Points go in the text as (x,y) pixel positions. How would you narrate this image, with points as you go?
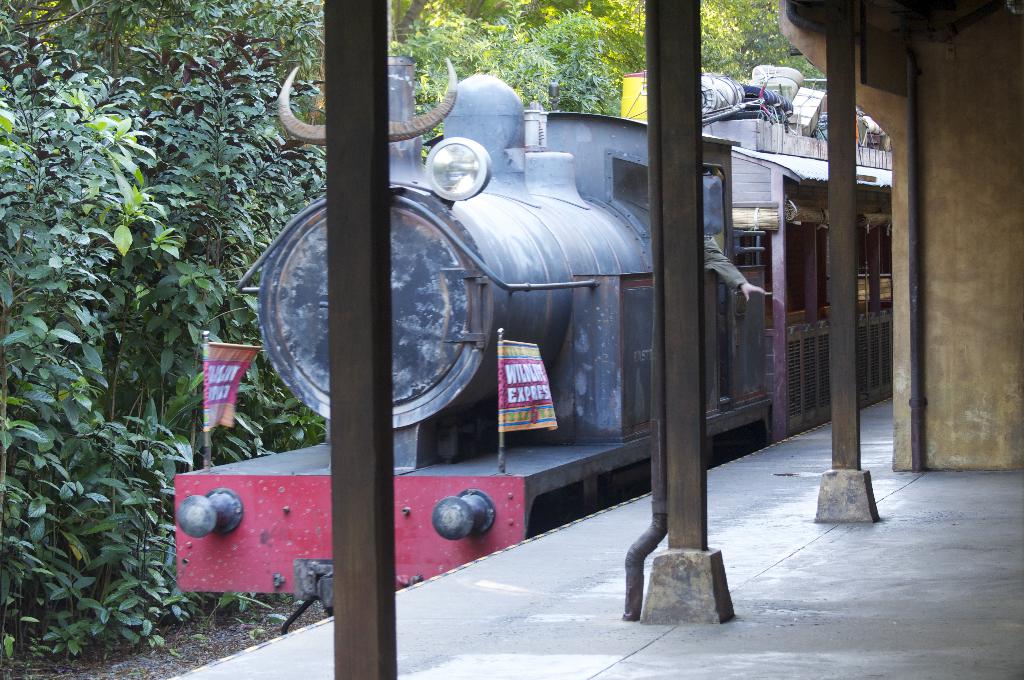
In this picture there is a train (768,313) and there is a person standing in the train (784,377) and there are flags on the train (470,454) and there is a luggage (804,117) on the top of the train (768,232). Behind the train (430,297) there are trees (43,194). On the right side of the image (909,345) there is a building (970,418) and there is a pipe (919,468) on the wall (957,253).
